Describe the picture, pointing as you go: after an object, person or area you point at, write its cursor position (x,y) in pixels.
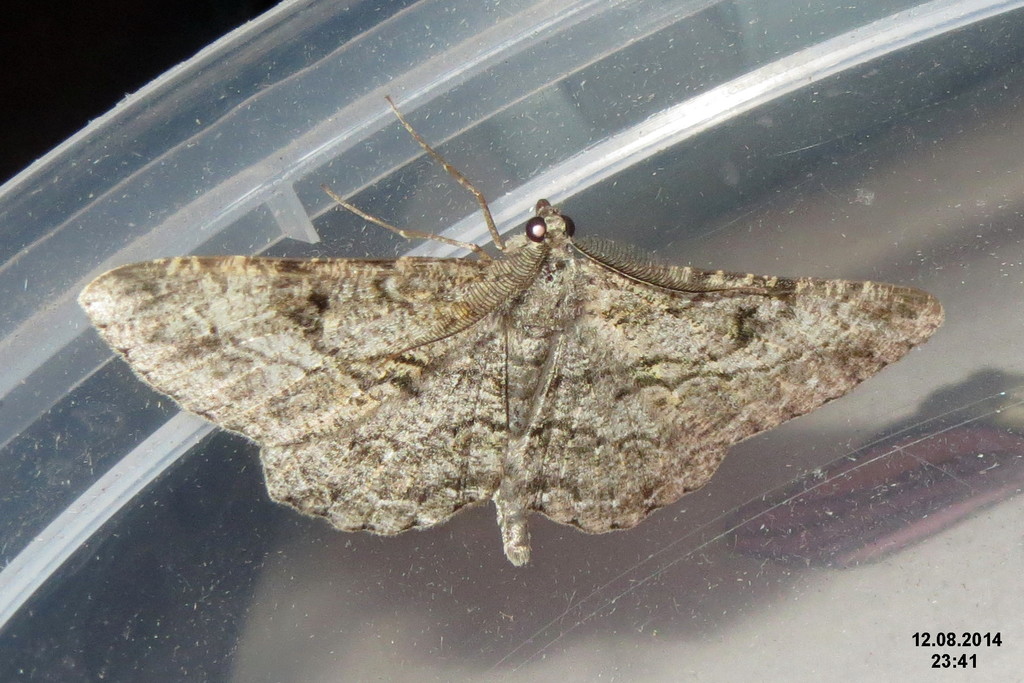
In this picture we can see a moth (461,384) in the middle (470,370), there are some numbers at the right bottom (963,657), we can see a dark background (139,27).
